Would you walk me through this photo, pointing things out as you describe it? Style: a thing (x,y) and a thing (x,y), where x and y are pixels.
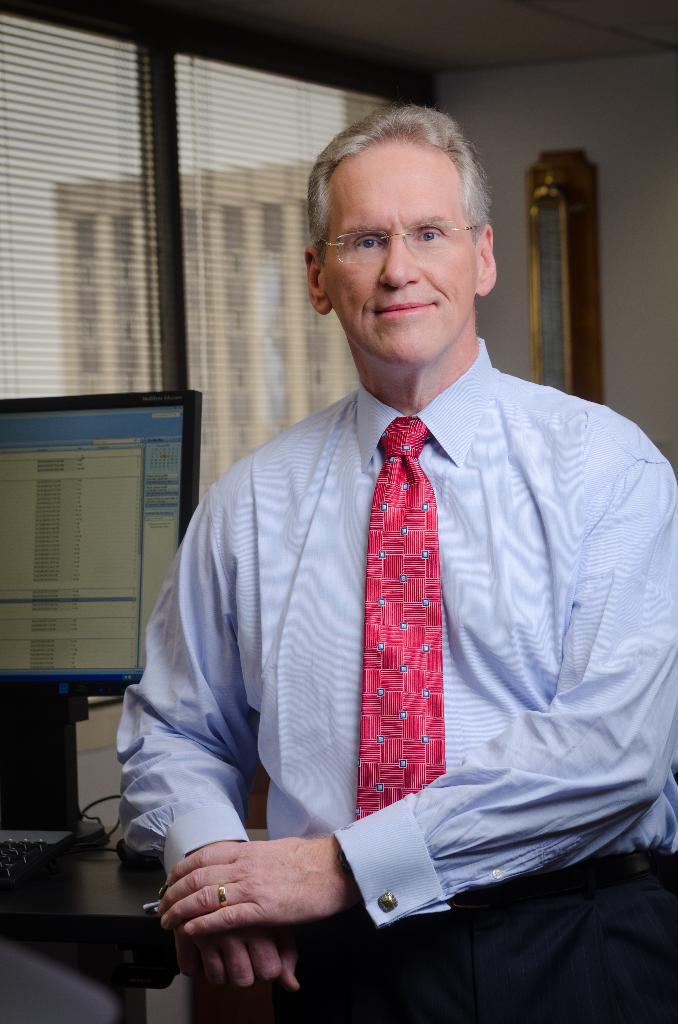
In this image there is a table (168,937) with monitor (168,413) on it and windows (217,356) in the left corner (61,82). There is a person (606,1009) in the foreground (233,579). There is a wall (638,400) with some object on it in the background (483,106).
